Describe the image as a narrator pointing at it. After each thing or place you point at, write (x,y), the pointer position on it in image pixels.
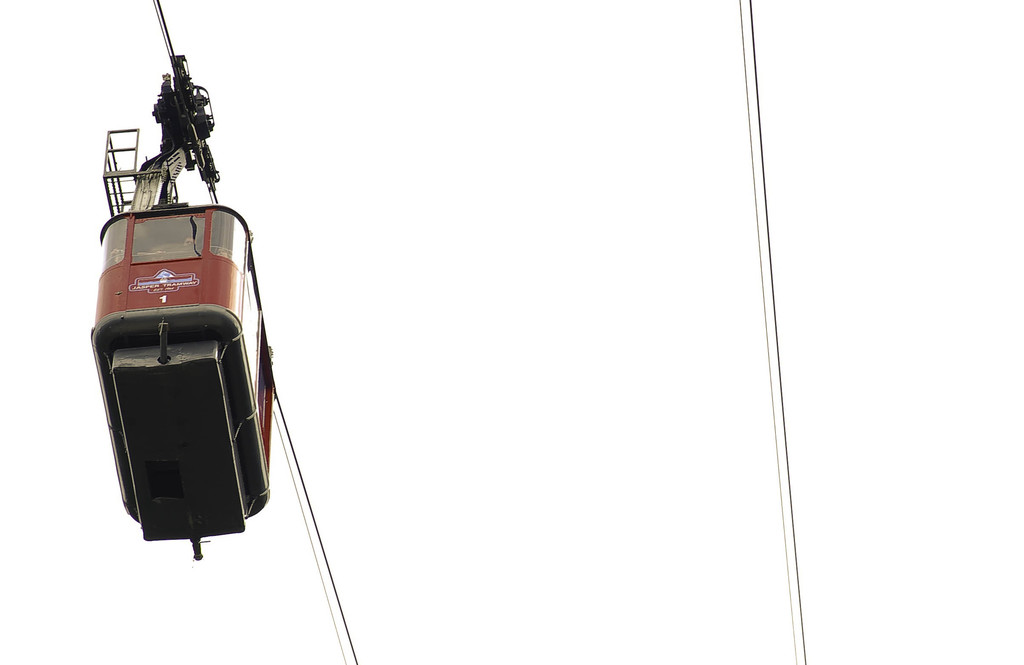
In the image we can see there is a ropeway wheel car (221,339).
